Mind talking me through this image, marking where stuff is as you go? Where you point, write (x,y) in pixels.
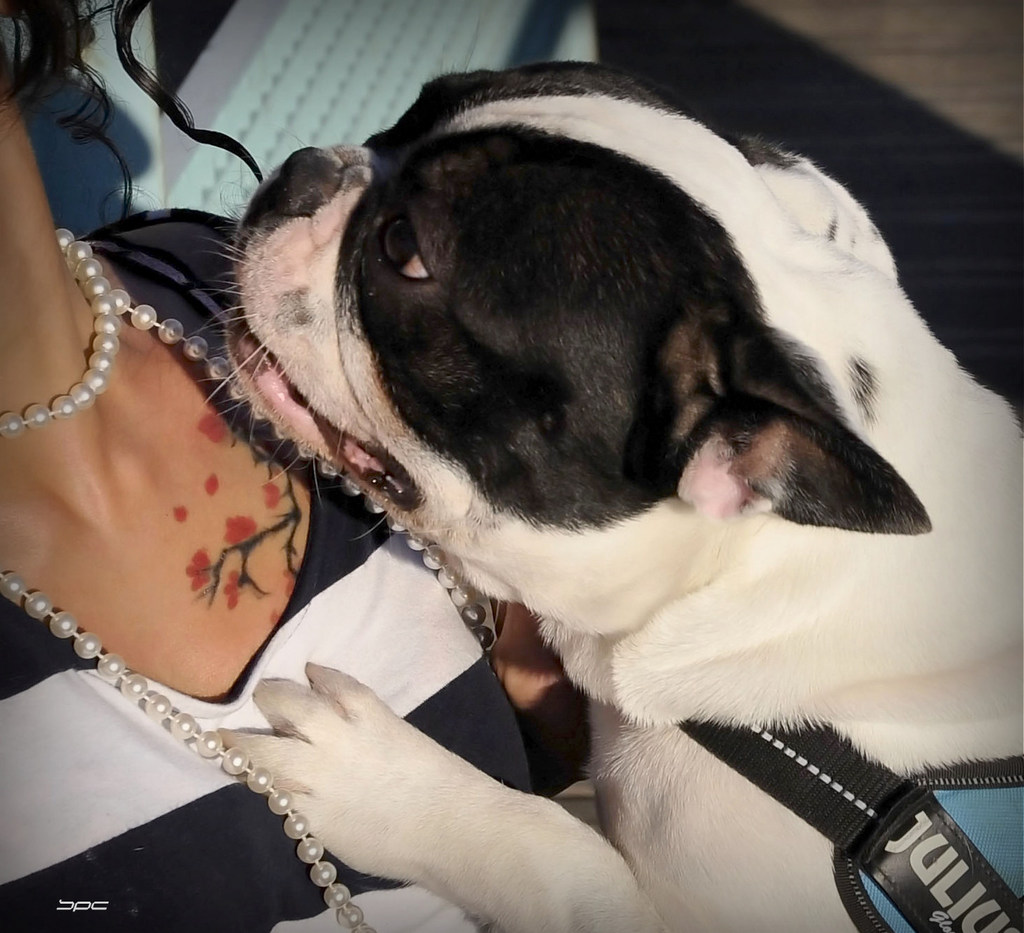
There is a dog (518,932) staring at woman's body (162,650).
